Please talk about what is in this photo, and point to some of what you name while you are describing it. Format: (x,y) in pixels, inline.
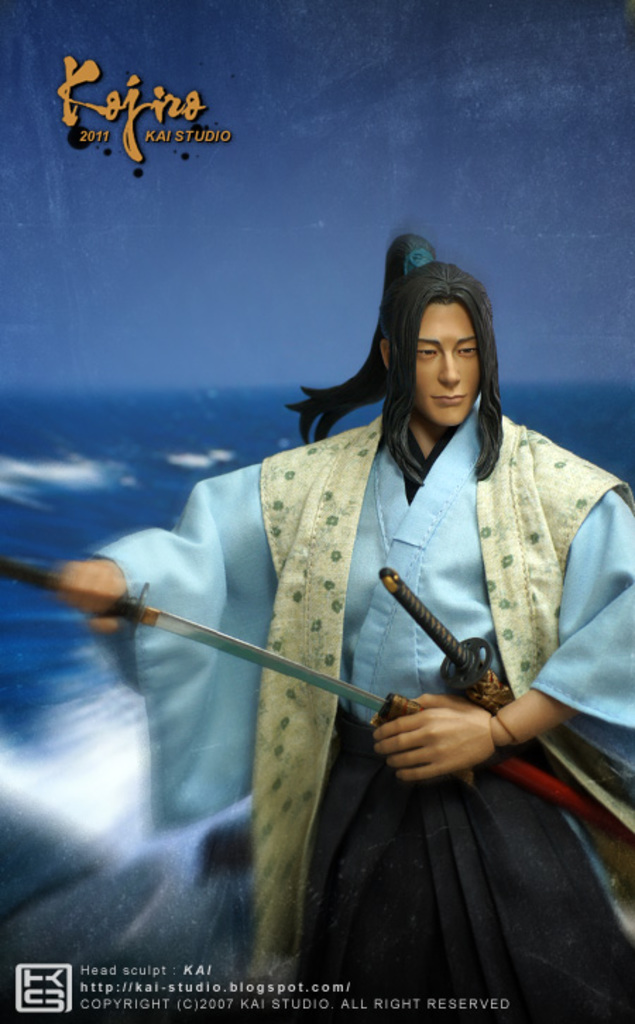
In this image I can see a poster (184,579). There is some text (148,985) on it. I can see a person (402,622) holding swords (178,624).
